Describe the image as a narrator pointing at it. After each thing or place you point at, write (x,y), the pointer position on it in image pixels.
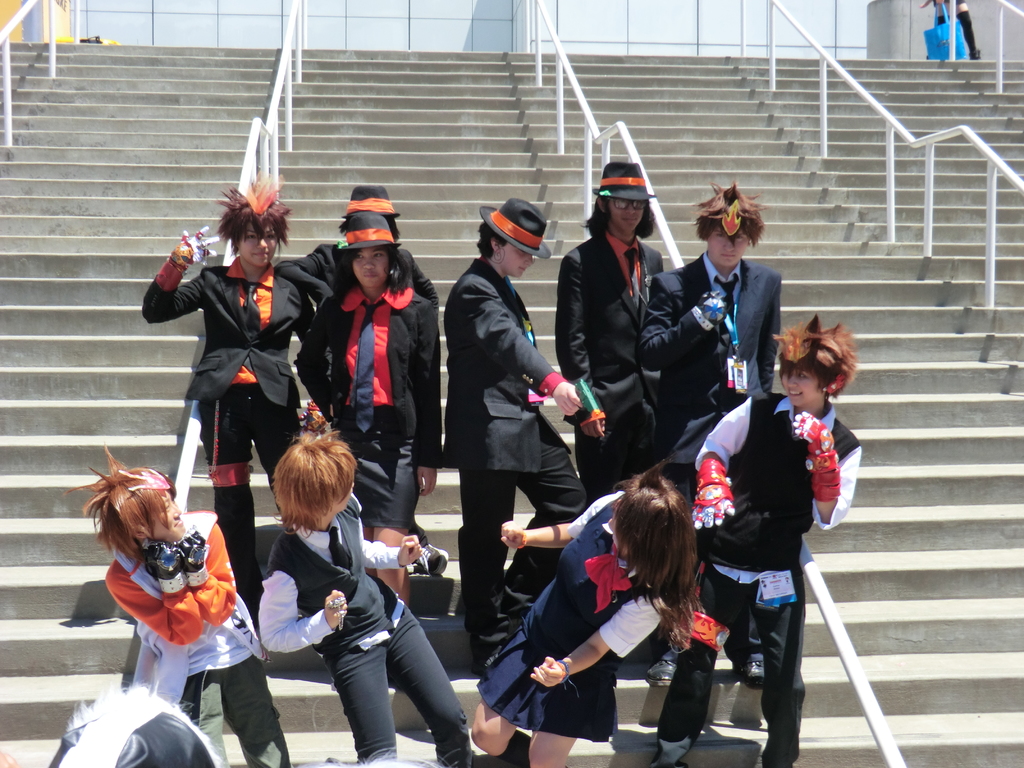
Here in this picture we can see number of people (553,463) standing on the steps (297,667), which are present over there and we can see railings (1,35) present in between them and we can also see some of them are wearing black colored jackets (329,296) and hats (520,200) on them.
